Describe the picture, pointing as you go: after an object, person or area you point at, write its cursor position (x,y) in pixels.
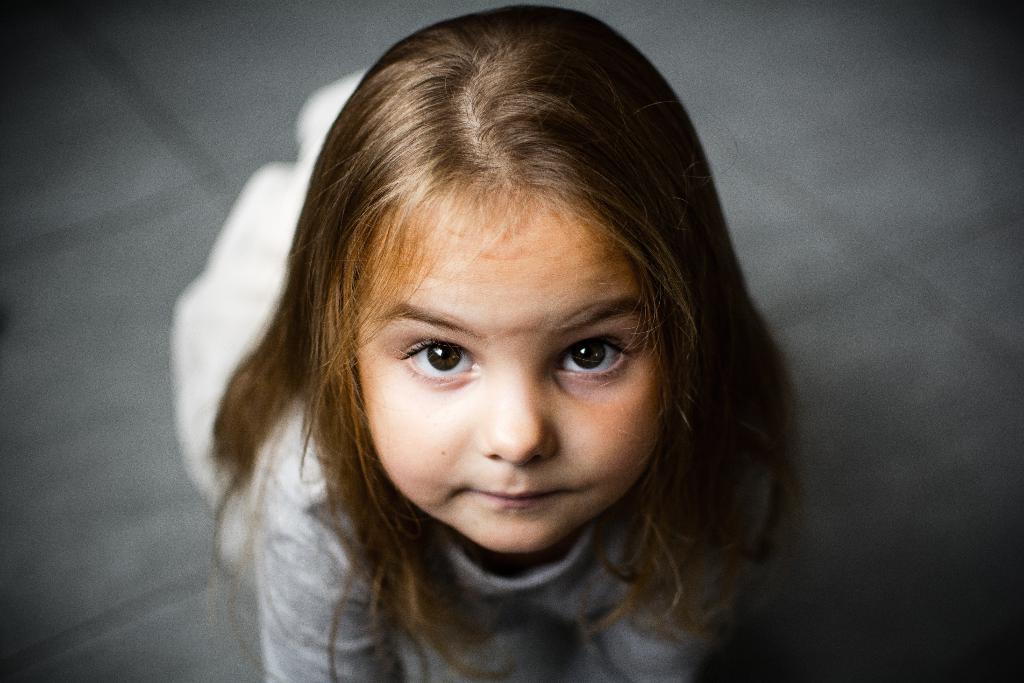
In this image I can see a girl (348,287) and I can see she is wearing white colour dress (313,533). I can also see this image is little bit blurry from background (755,71).
